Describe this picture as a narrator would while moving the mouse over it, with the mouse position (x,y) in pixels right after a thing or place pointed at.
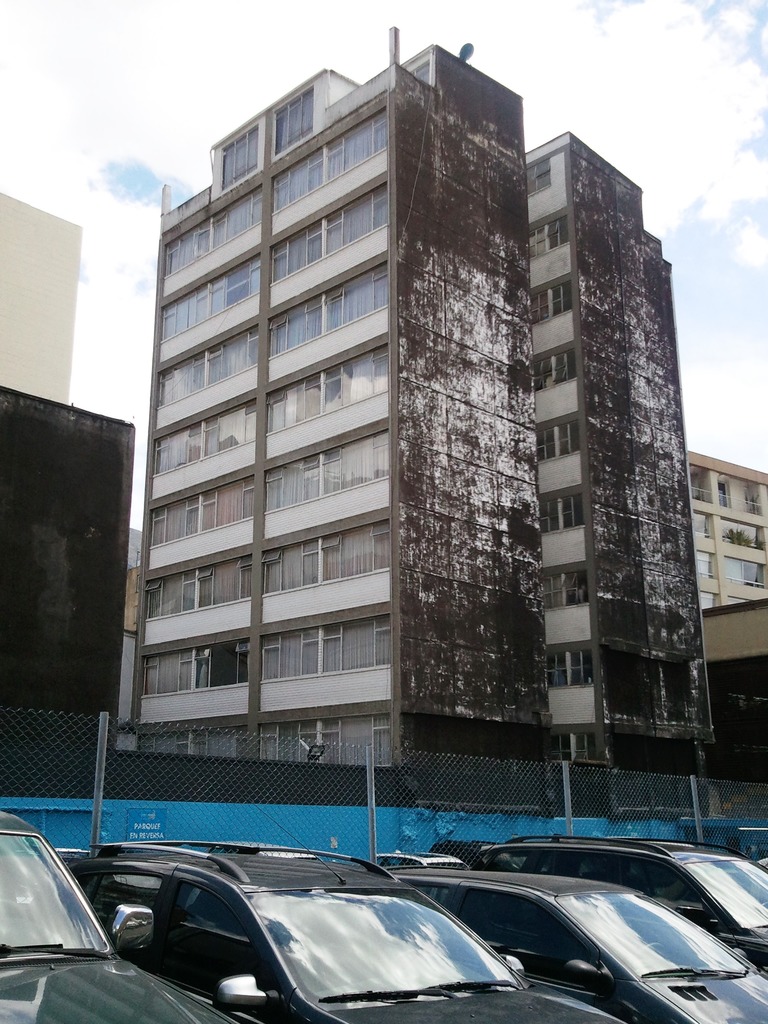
In this image I can see the vehicles (435,928). To the side of the vehicles (415,927) I can see the net fence (294,832). In the background (352,556) I can see the buildings (398,525) with windows (356,545), clouds (325,14) and the sky (303,58).
